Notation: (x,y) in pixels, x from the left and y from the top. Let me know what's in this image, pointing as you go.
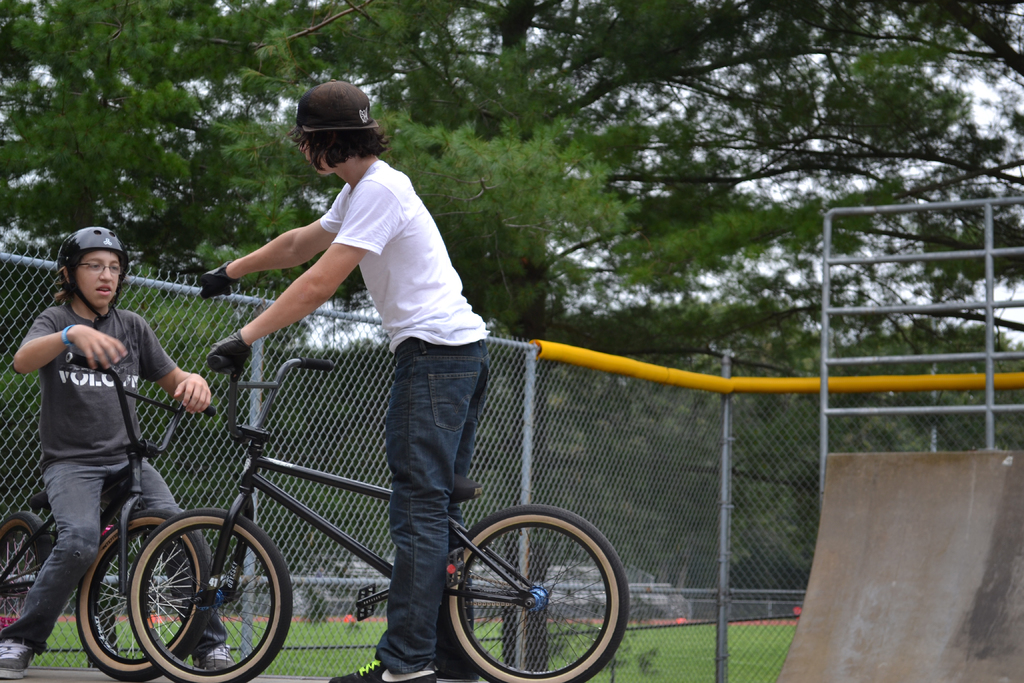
There are two members (156,495) in this picture with bicycles (110,561), one wearing a helmet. In the background (612,486), there is a fence (520,421) and some trees (529,111) here.
